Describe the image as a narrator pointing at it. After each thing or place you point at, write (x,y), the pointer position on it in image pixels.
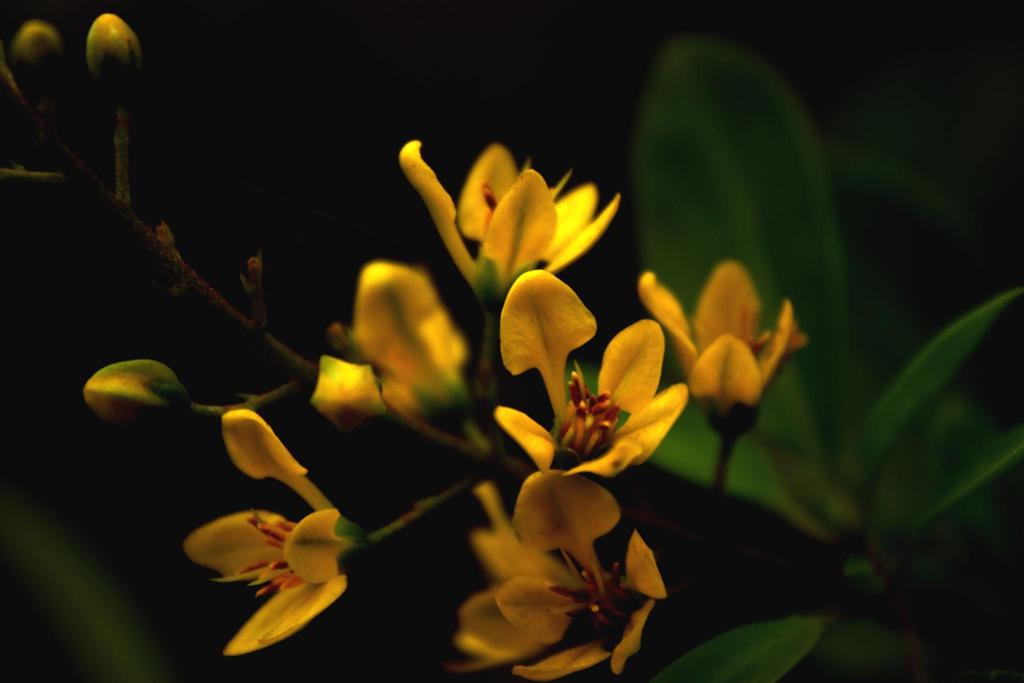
In the center of the image (515,264) there is a plant (503,356) with flowers (576,378).
